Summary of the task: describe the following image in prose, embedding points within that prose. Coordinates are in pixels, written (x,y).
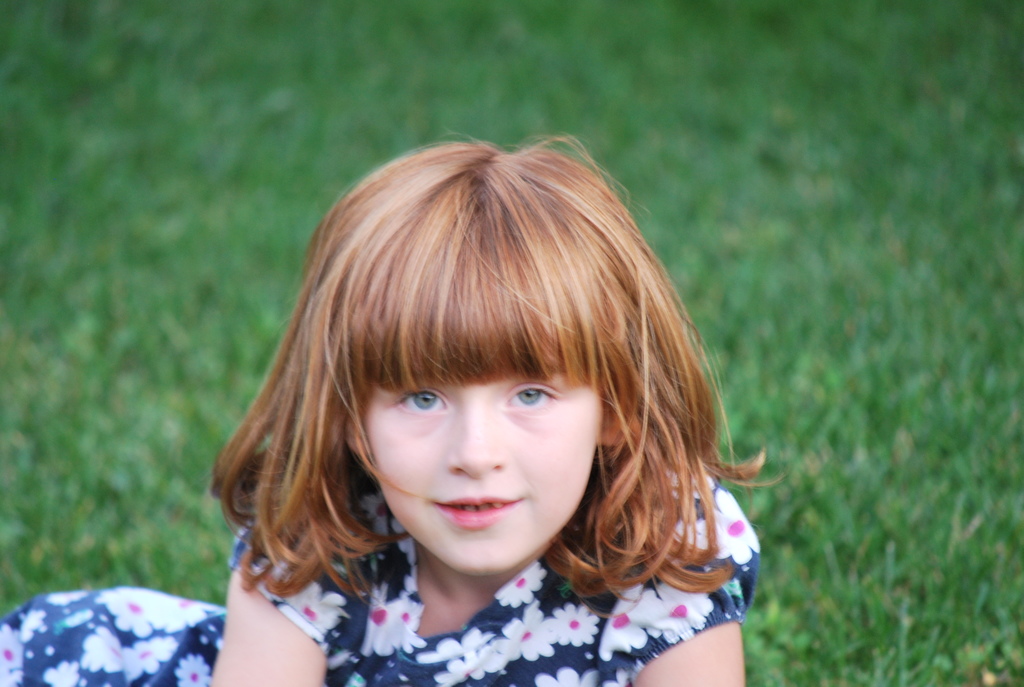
In the center of the image (613,431) we can see one kid (504,560) is smiling and we can see she is in a multiple color dress (498,608). In the background (3,530) we can see the grass (856,216).
